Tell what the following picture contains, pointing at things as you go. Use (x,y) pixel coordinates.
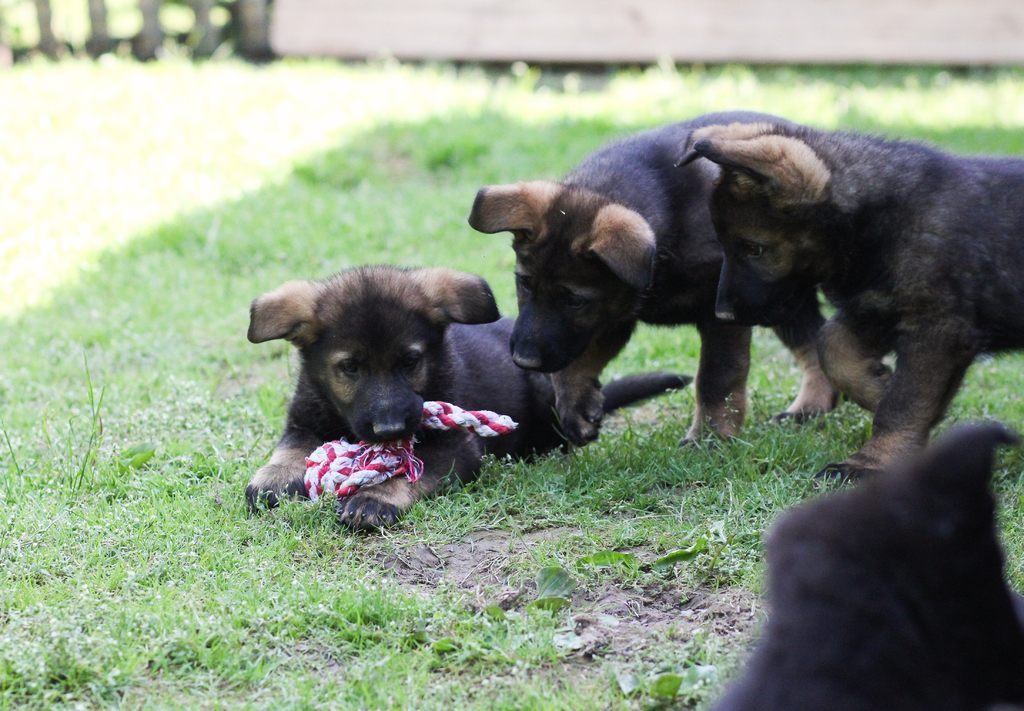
In the image we can see there are puppy dogs (966,259) standing on the ground (452,552). There is a puppy dog (542,451) lying on the ground (194,509) and he is holding rope (357,444) in his mouth (385,440). The ground (231,465) is covered with grass (184,539) and background of the image (415,0) is little blurred.
